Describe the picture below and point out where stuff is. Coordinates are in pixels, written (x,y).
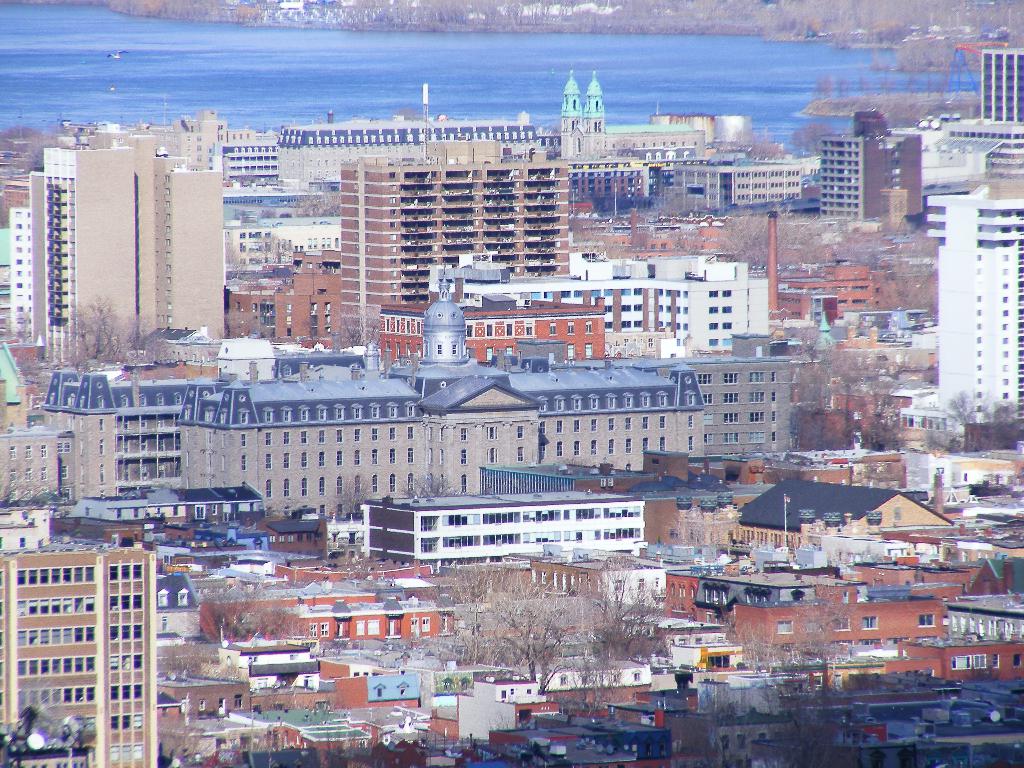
In this image there are so many building (511,505) and some trees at the middle (511,505), behind them there is a lake (752,111).
